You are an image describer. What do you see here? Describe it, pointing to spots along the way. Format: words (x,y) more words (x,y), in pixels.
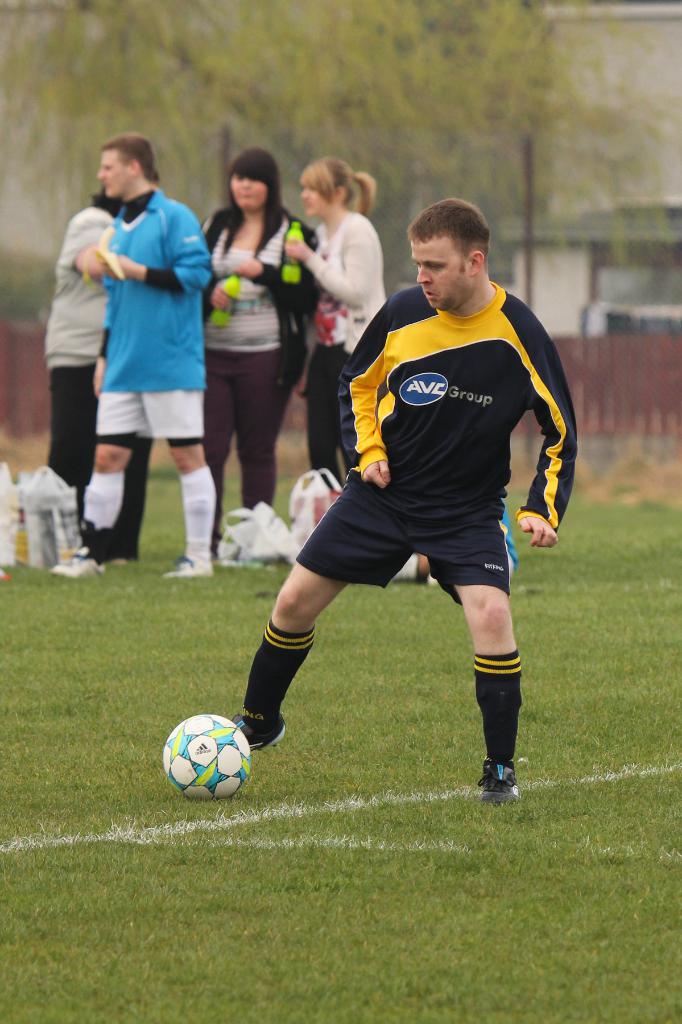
Here in the middle (414,438) we can see a Man (493,733) kicking a football (219,752) and behind him we can see group of people (245,188) standing with bottles (212,315) in their hand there are trees (349,63) present.
